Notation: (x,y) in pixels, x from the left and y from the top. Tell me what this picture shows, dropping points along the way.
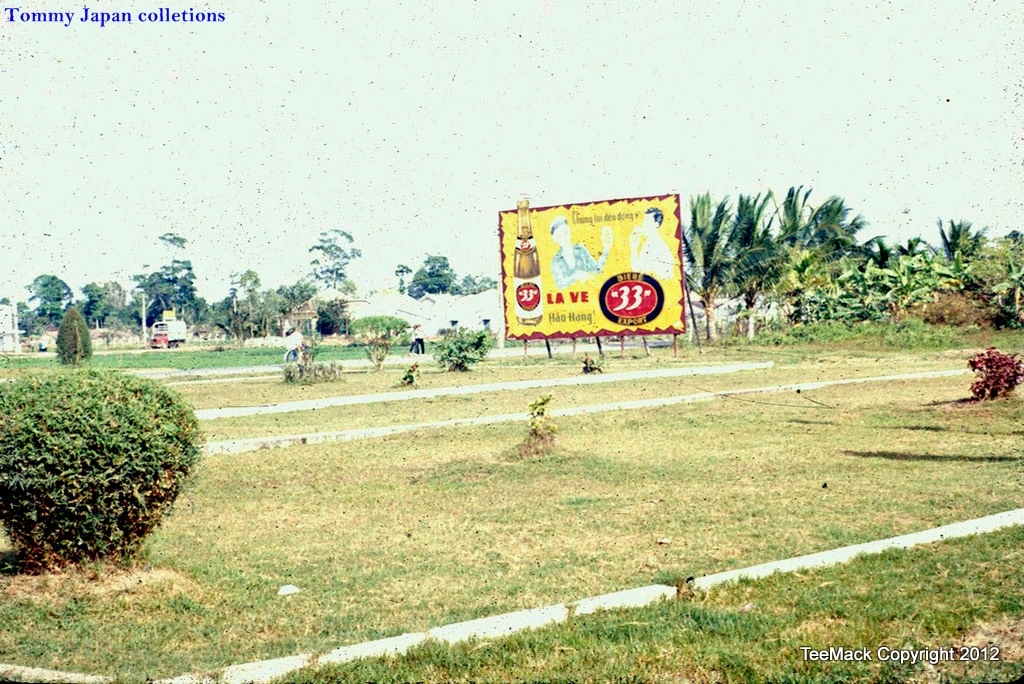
In this image on the foreground (505,540) there are grasses (531,497), plants (26,505). In the background (207,306) there are trees (335,328), hoarding (538,313). Few people (293,346) are there. This is the sky (438,118).
